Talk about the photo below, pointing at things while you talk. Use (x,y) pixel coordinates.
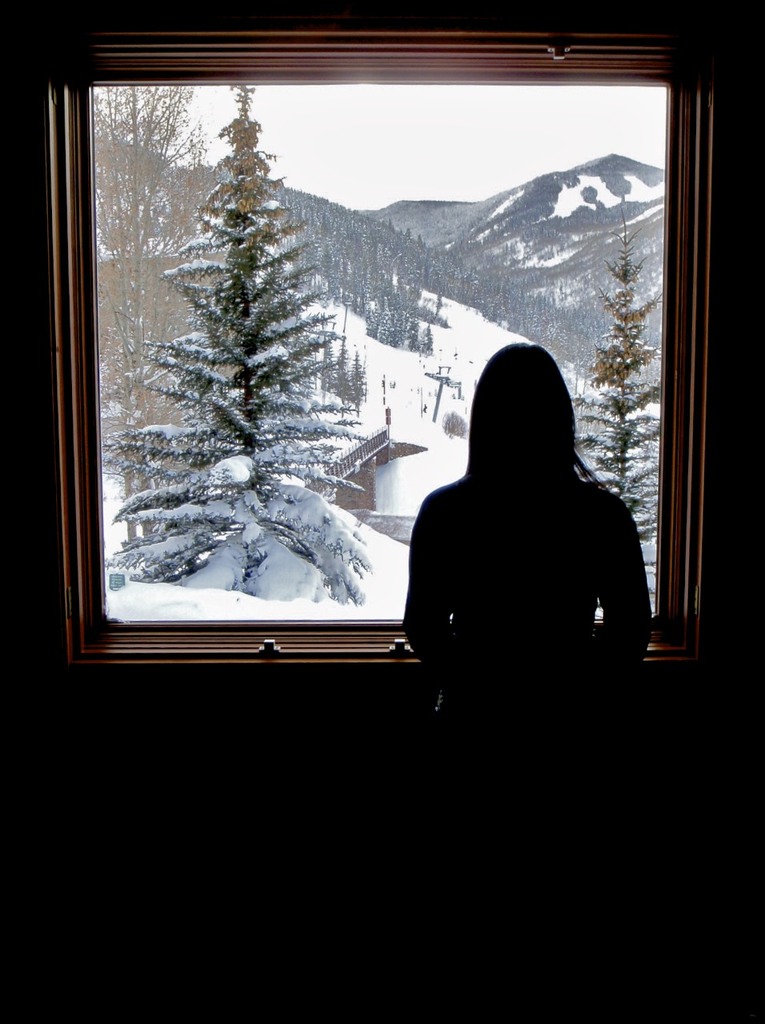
There is a woman (540,531) standing near to the window (689,302). Through the window (703,302) we can see trees (374,274), hills (430,204) and sky (339,157). And is covered with snow (283,560).
